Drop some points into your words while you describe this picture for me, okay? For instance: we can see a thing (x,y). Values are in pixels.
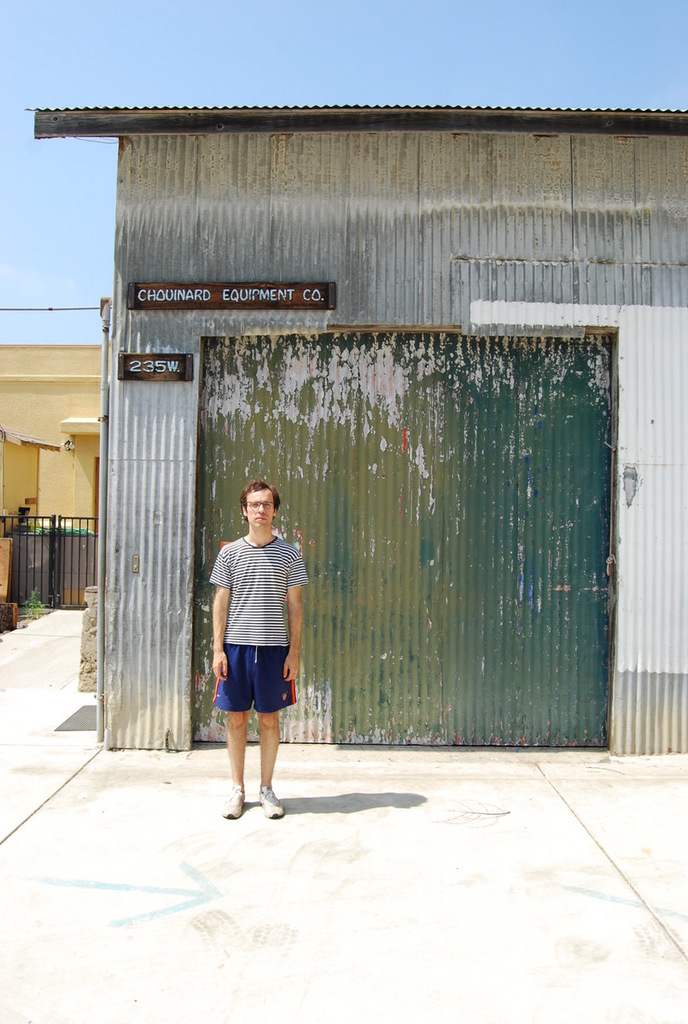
This is an outside view. Here I can see a man (260,616) standing on the floor (251,821) and giving pose for the picture. At the back of him there is a shed (391,389) and there are two boards (166,293) attached to it. On the boards (151,300) I can see some text (178,300). On the left side (47,431) there is a building (47,429) and also I can see the gate (50,577). At the top of the image (163,58) I can see the sky (550,77).
